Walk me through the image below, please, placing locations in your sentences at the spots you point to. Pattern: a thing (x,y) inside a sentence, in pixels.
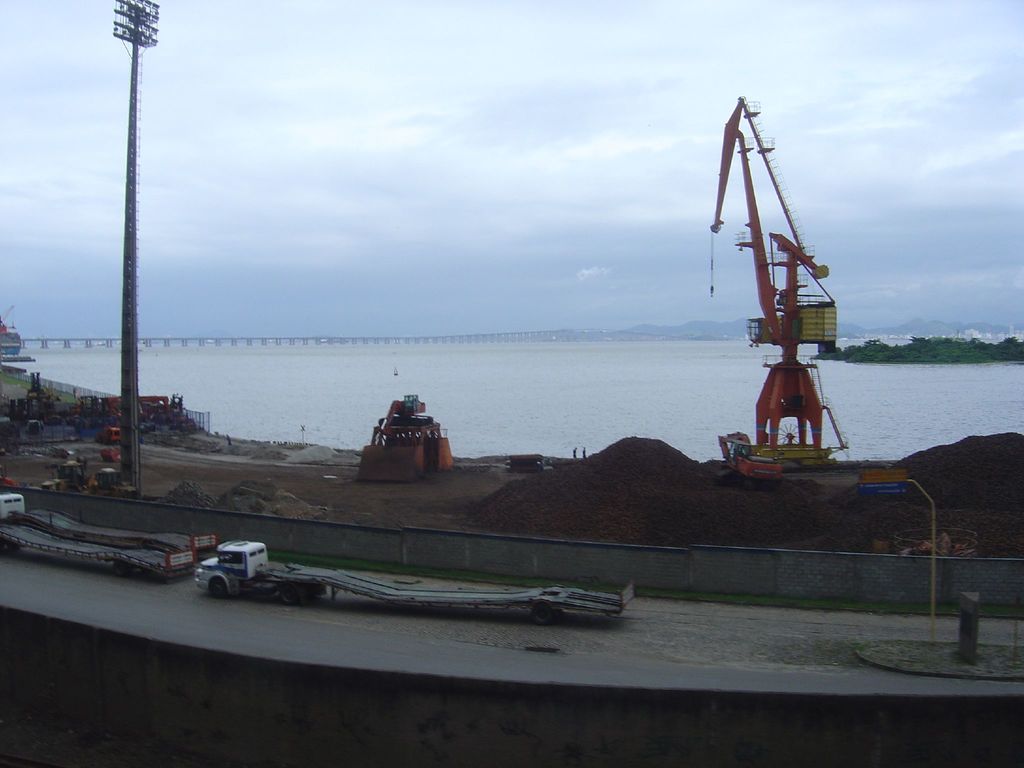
At the bottom of the image (464,753) we can see vehicles (336,594), wall (852,564), crane (792,399), board (882,491) and some objects (40,414). There is a sea (602,391) in the middle of the image (667,420). In the background (71,343), we can see a bridge (536,339). At the top of the image (651,104), we can see the sky (474,137) is covered with clouds (859,184). We can see greenery (915,351) on the right side of the image (958,348).
